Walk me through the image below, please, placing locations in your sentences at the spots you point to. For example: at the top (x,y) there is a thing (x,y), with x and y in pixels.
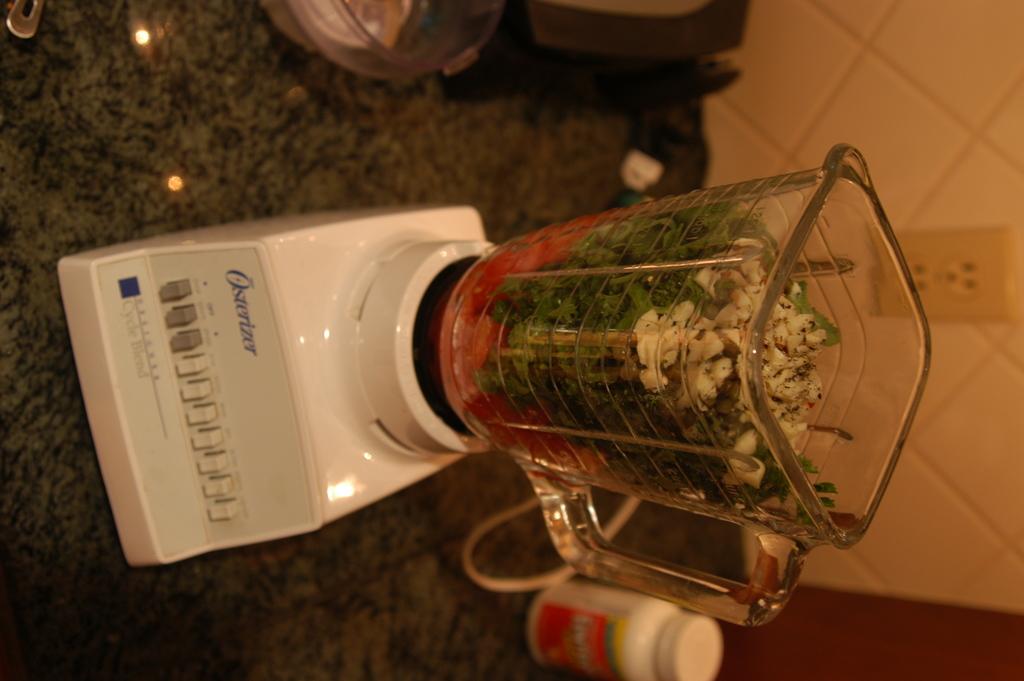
In the foreground of this image (378,403), there is a mixer (346,398) and a jar (667,410) with some food items (694,433) in it. Around which there are few objects (419,50) on the stone surface (453,635). In the background (951,177), there is a wall (948,200) and a socket (964,262).
